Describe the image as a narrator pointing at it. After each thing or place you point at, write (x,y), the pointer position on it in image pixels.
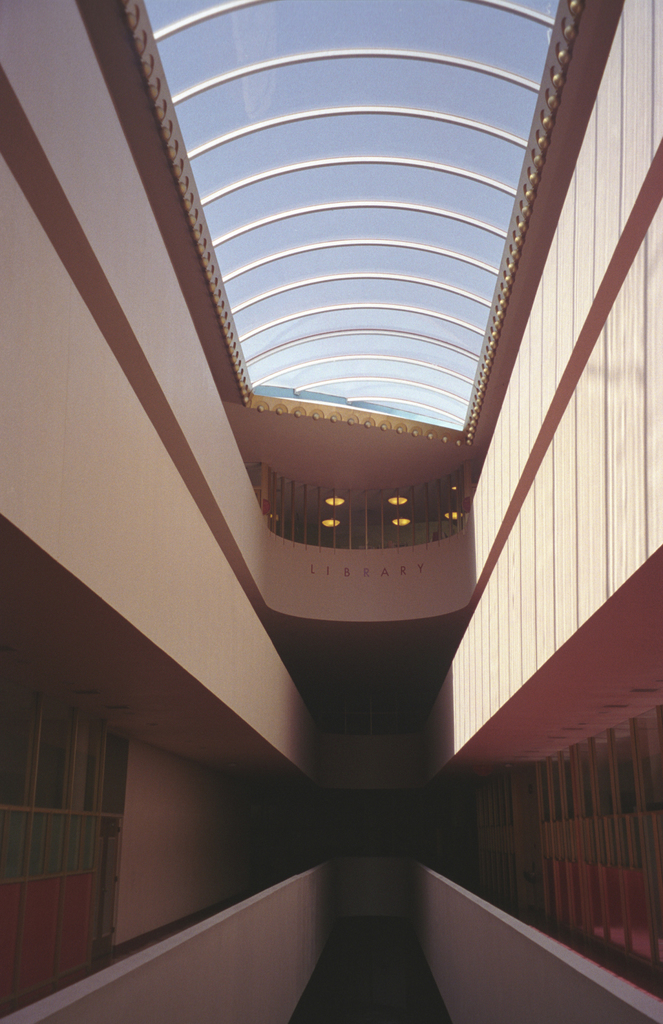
In this image I can see the inner part of the building (343,841). I can see the windows (11,855) to the side. In the top (268,169) I can see the railing (274,510) and the roof (188,133).
